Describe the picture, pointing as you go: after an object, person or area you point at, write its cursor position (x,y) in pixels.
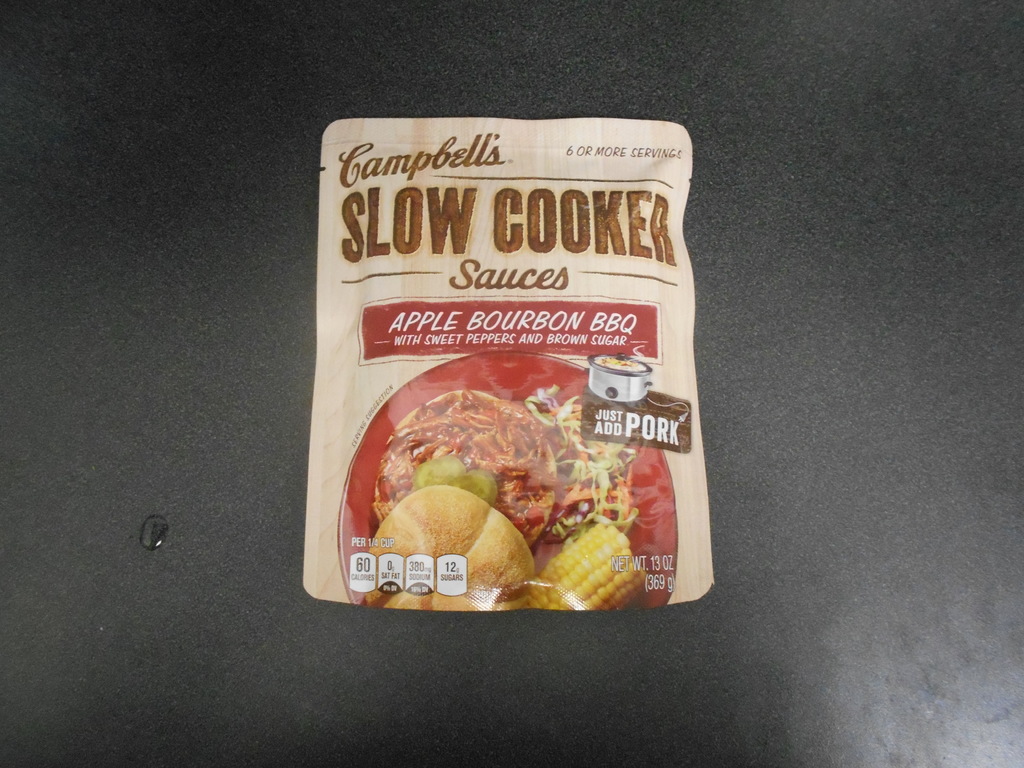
In the center of the image (531,325) a packet (530,219) is present on the black surface (745,442). On the left side of the image (156,548) a water (151,533) is there.
